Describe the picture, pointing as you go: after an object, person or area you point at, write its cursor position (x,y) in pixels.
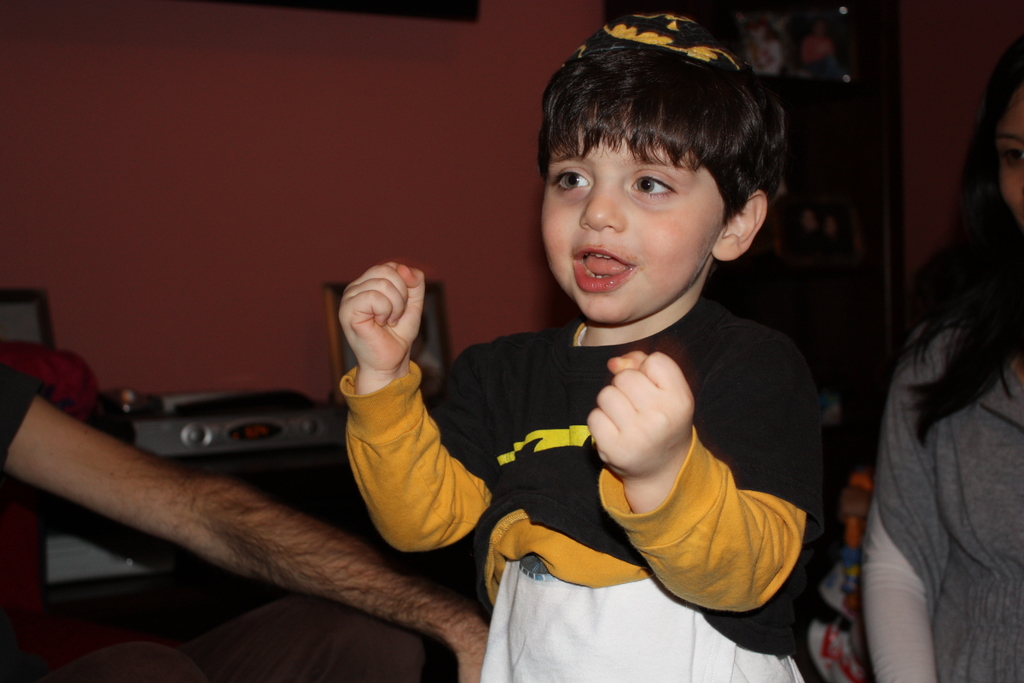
Here I can see a baby (571,466) wearing a t-shirt (620,508), standing and speaking. On the right side (990,496) there is a woman (959,503). On the left side (173,502), I can see a person's hand (272,572) and there is a chair (130,631). In the background (217,444) a device (252,408) and some other objects (342,368) are there. In the background (180,148) there is a wall (189,76) and a rack (840,143) in which few objects (809,63) are placed.
